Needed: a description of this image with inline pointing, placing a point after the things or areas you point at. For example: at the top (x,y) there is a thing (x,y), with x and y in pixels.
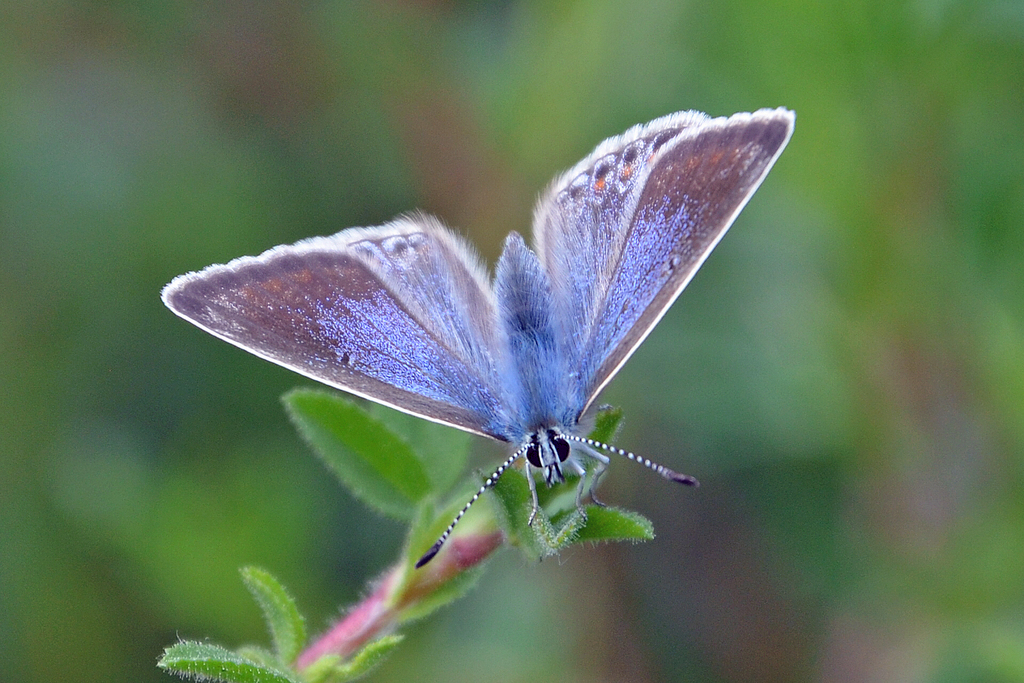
In this picture there is a butterfly (588,332) in the center of the image (582,267) on the plant (602,431) and the background (343,9) area of the image is blur.
